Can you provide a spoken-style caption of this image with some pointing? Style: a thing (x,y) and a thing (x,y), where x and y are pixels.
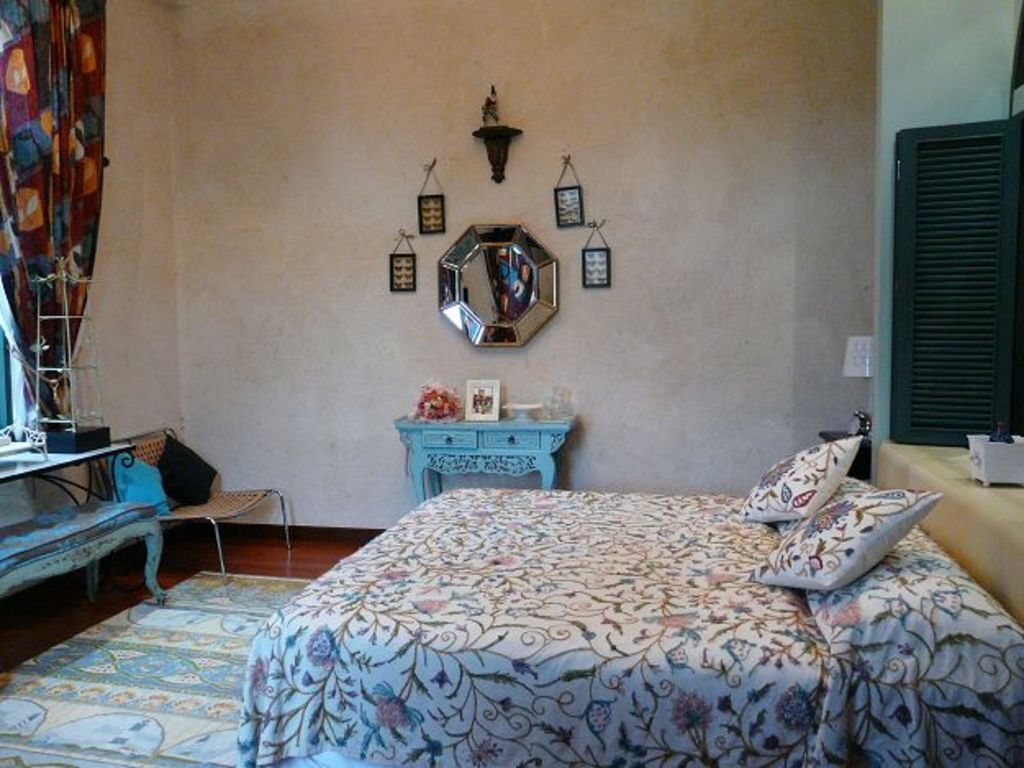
This looks like a bedroom (523,350). This is a bed (555,602) covered with blanket (619,570). These are the pillows (835,527). I can see a small chair (226,492) with cushions (189,495) on it. This is a table (469,454) with a flower bouquet (447,413), photo frame (486,411) and some object (526,417). This is a mirror (507,272) attached to the wall (564,241). This is a curtain (53,104) hanging. This is a carpet (113,658) on the floor (241,601).
